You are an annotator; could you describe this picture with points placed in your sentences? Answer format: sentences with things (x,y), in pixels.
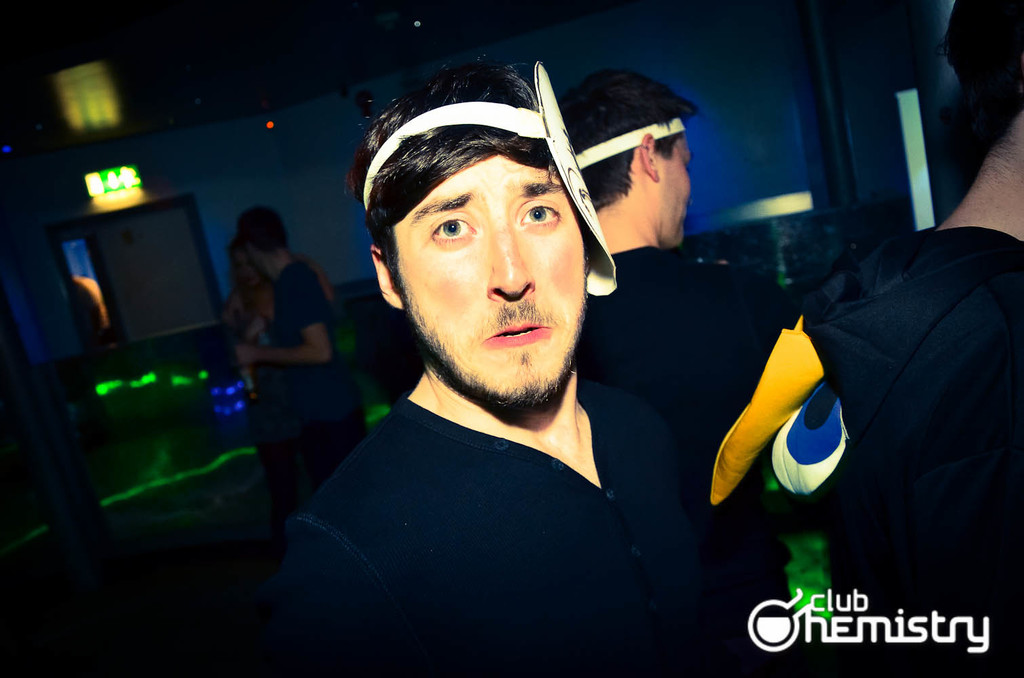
As we can see in the image there are few people (599,311) here and there, lights (120,192) and wall (323,168). The image is little dark. The people (728,381) in the front (641,421) are wearing black color dresses (769,541).
